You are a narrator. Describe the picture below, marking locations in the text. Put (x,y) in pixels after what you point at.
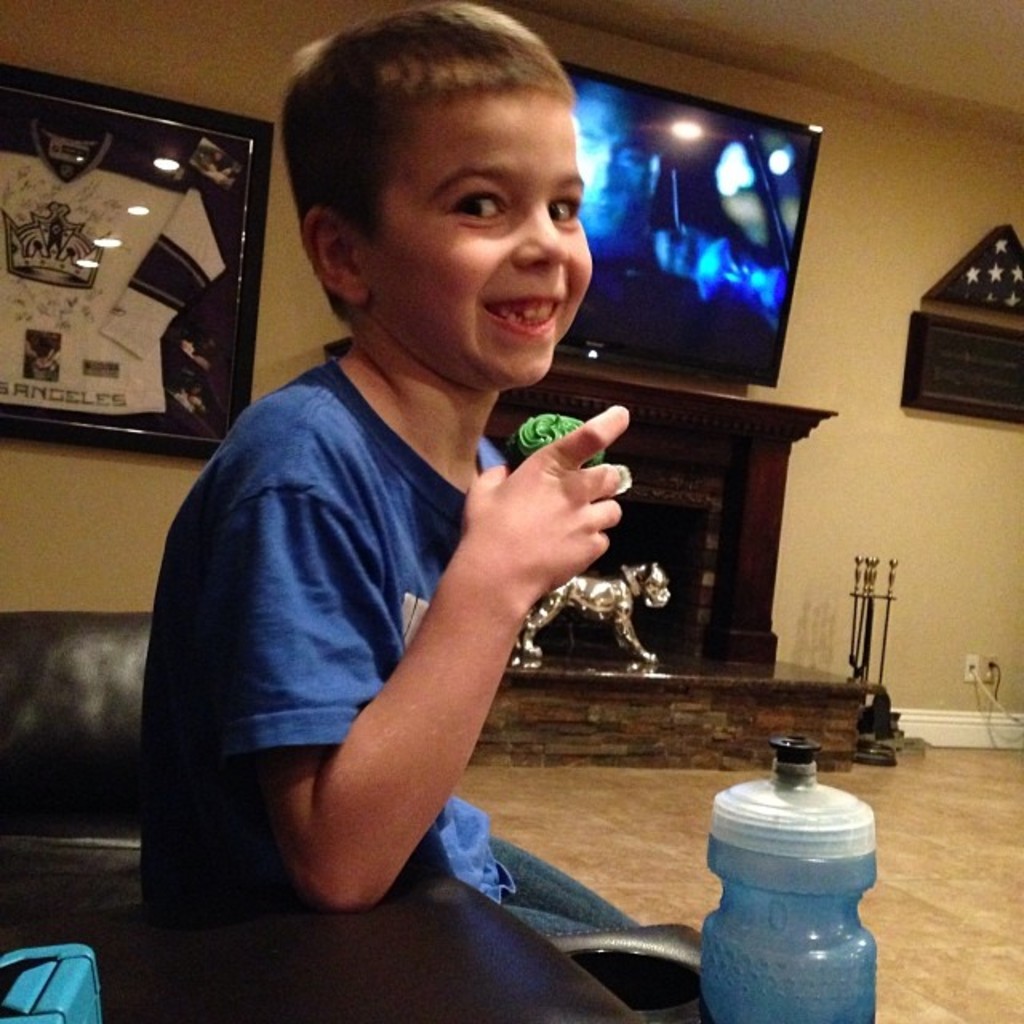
In this i can see a boy (332,575) sit on the sofa set (64,879), and holding a cake (550,426) on his hand (567,466), his is smiling, back side of him there is a screen (709,199) of a monitor (713,256) visible. It will kept above the fireplace (676,407), there is a wall (860,320) back side of the screen (697,364) and there are the photo frames (168,181) attached to the wall (994,708).
